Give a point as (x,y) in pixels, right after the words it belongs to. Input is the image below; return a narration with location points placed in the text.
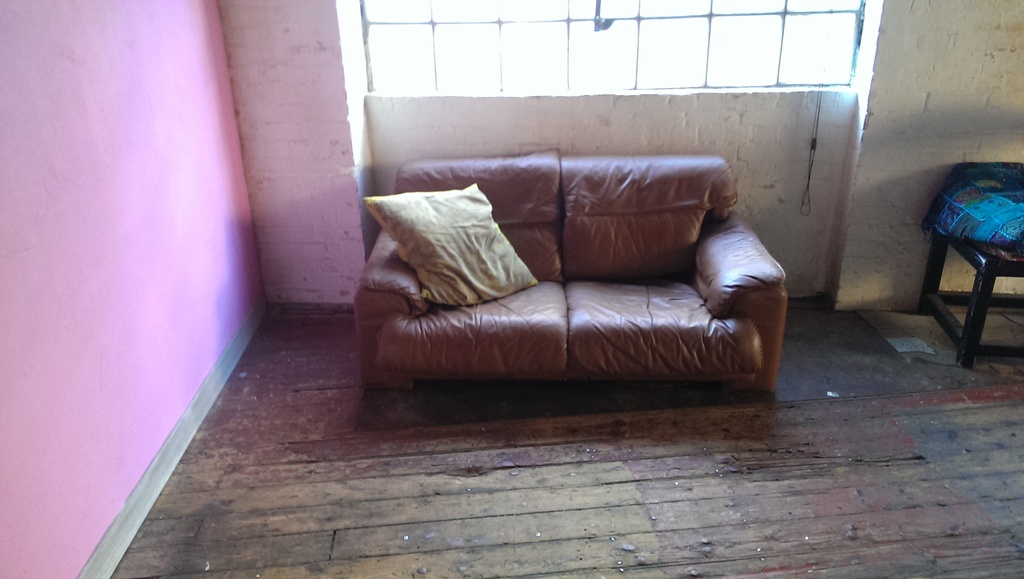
in a room (700,324) there is a brown leather sofa (711,323) on which there is a cushion (445,246). at the left (56,185) there is a pink wall (96,373). behind the sofa (504,361) there's a white wall (502,136) and a window (796,57). at the right (978,297) there is a table (974,285) on which there is a blue cloth (972,208).
